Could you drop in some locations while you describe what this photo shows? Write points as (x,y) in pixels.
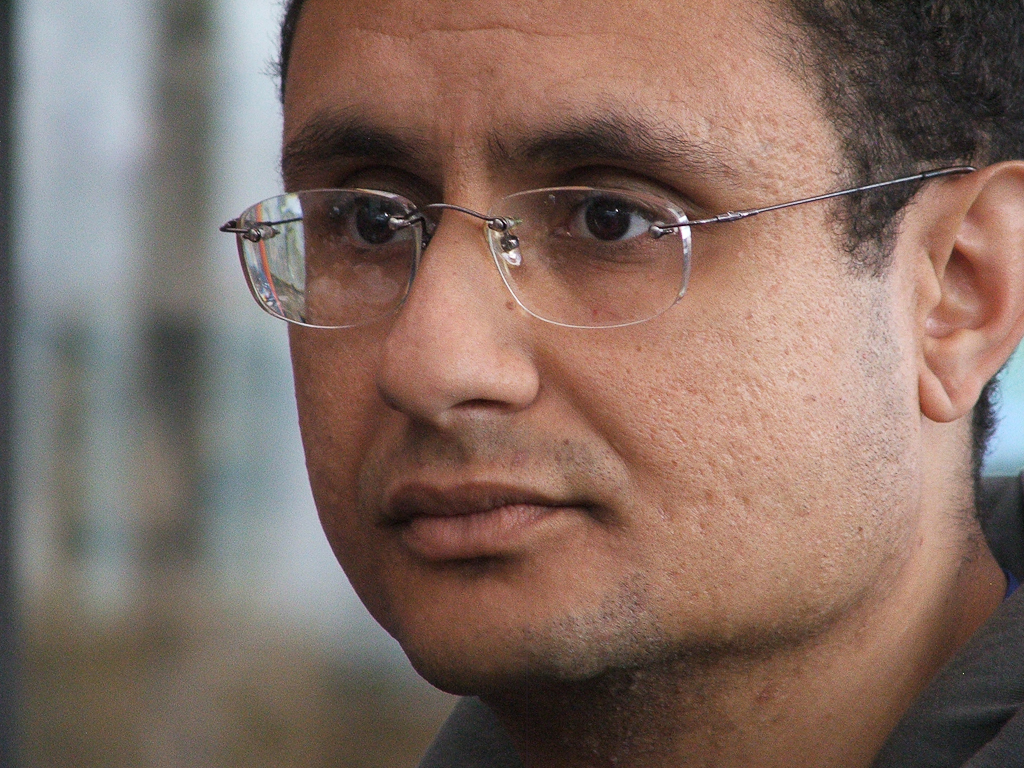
In this image we can see a man (705,339) wearing the glasses (559,266) and the background (234,510) is blurred.
